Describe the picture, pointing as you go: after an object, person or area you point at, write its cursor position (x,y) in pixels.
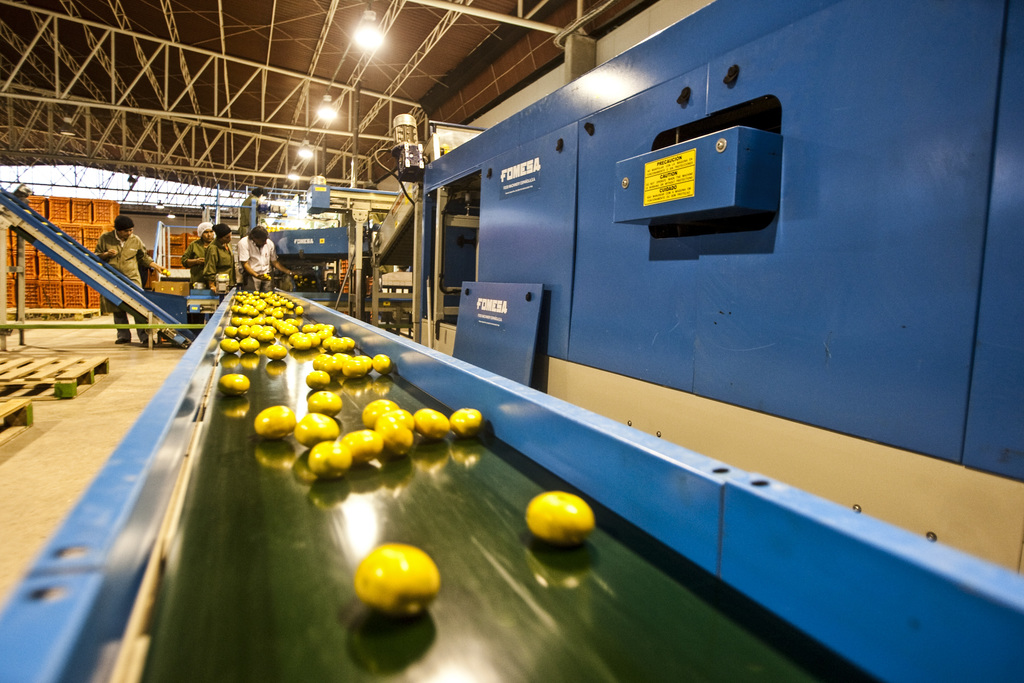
In this image on the right side (897,309) may be there is a machine (511,215), at the top (263,176) there are some metal rods (448,29), lights (301,157), in the middle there are few people (264,189), machine (308,264), some other objects (77,215), in the foreground (327,461) may be there is a slider (223,367) on which there are few fruits (245,334) visible.
